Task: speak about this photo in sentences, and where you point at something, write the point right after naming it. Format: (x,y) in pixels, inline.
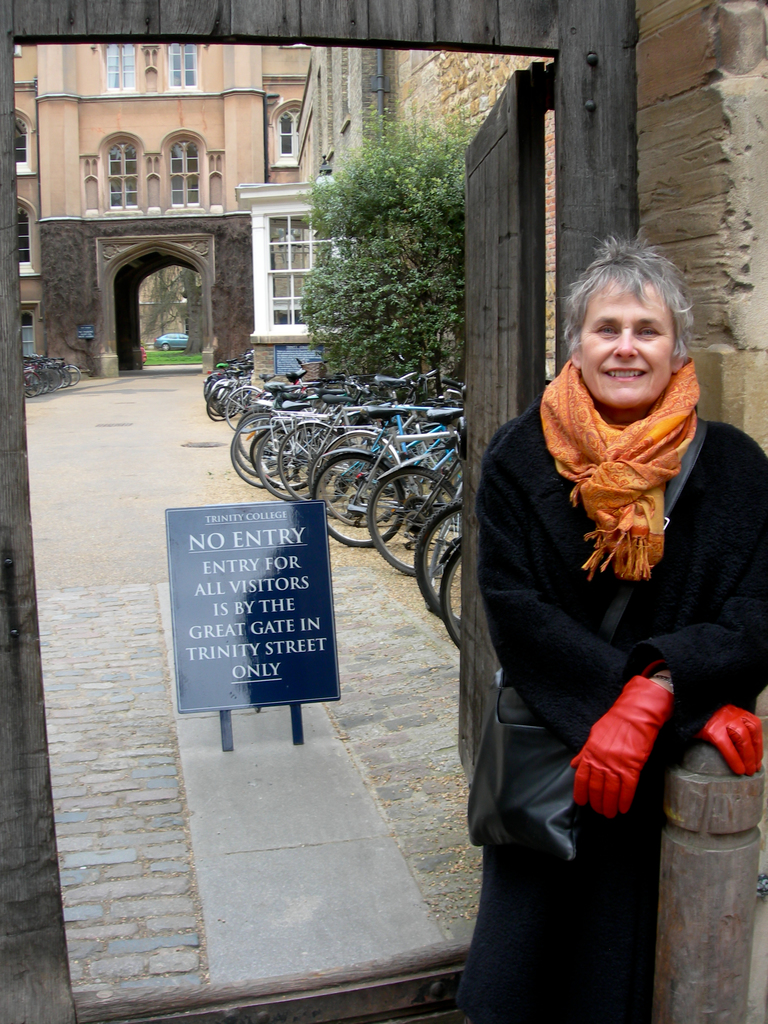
In this picture we can see a woman (512,955) standing and smiling, bicycles (399,480), board (297,608), buildings (200,107) with windows (199,201), tree (377,149) and in the background (176,340) we can see a car (158,344) on the ground (159,383).
